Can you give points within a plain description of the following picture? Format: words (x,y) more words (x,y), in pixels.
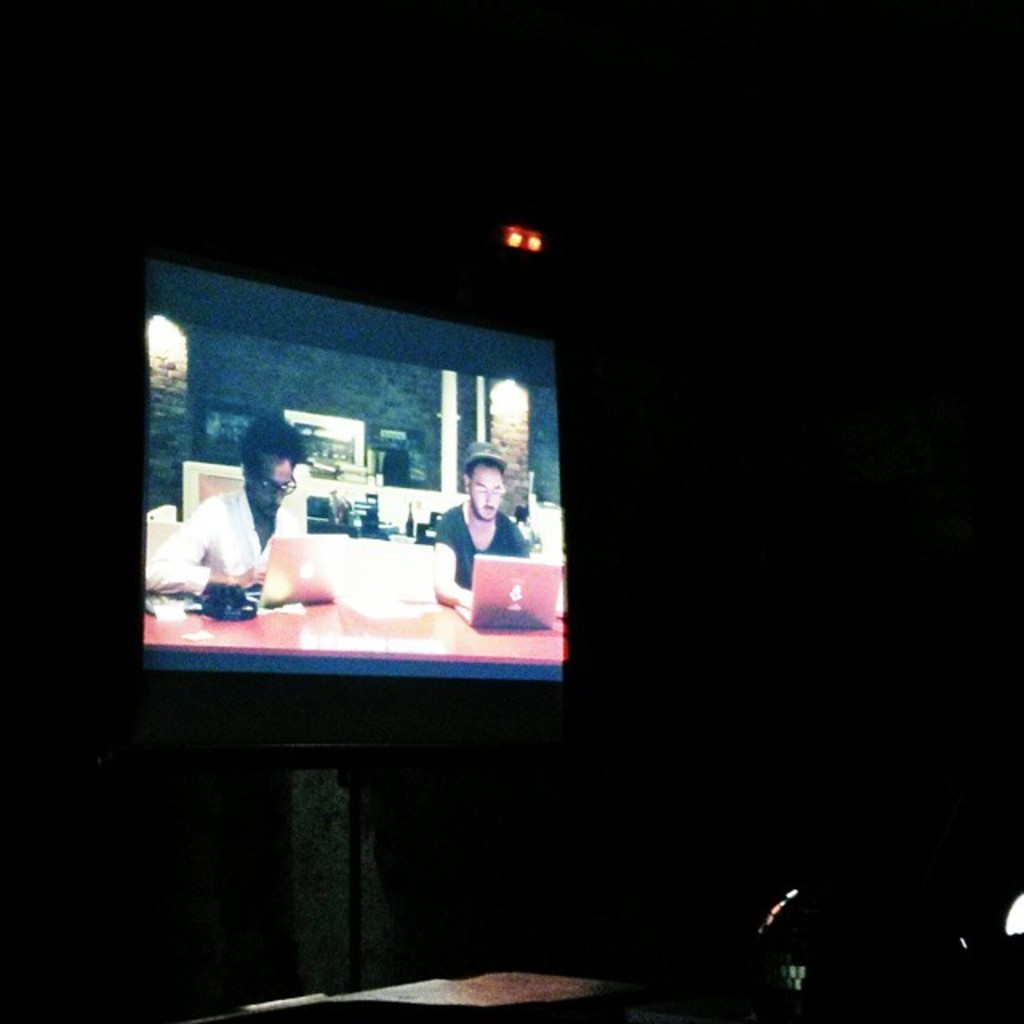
In this picture we can see television screen (505,553). In the television (291,416) we can see laptop (509,582), two person (252,503) sitting on the chair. On the back (356,485) we can see kitchen platform (425,496). On the bottom (438,985) there is a table (568,1002).
